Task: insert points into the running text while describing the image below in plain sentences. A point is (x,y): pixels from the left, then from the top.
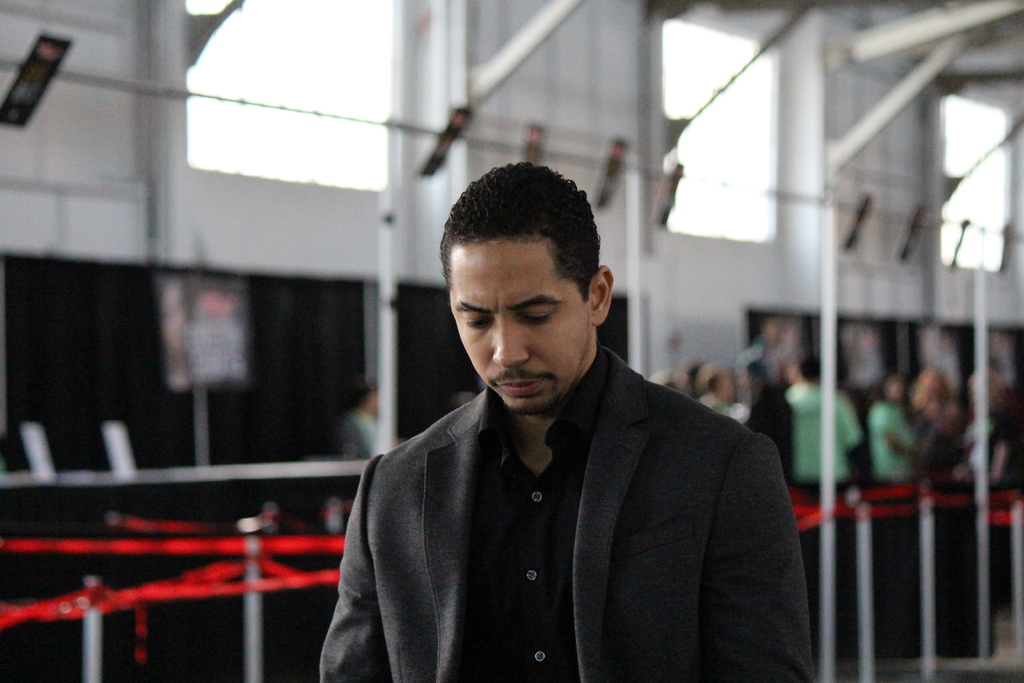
In this picture we can see man (444,548) wore blazer (625,525). In the background (398,187) we can see windows (349,85), wall (539,83), rod (259,574), ribbons (229,583) with fence (255,559) and group of people (929,398) with green T Shirts (838,406) and black color dresses (939,474).
